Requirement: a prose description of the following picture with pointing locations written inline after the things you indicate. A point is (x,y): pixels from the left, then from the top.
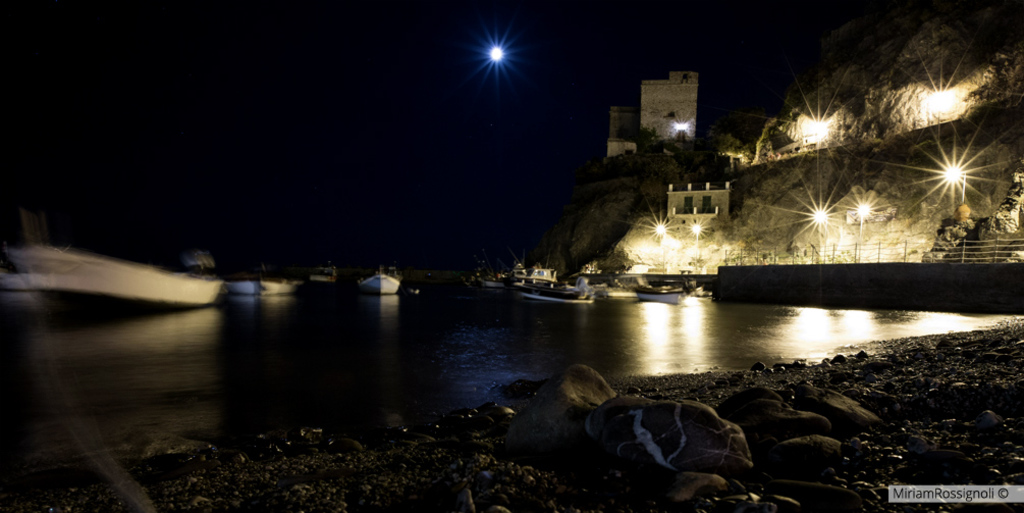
In this picture there are boats (114,279) on the water (410,318). On the right side of the image (692,109) there is a building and there are lights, trees (825,49) on the hill (877,47) and there is a railing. At the top (456,89) there is sky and there is a moon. At the bottom (468,347) there is water (454,346). In the foreground (645,482) there are stones (621,411) and at the bottom right (978,502) there is a text (967,488).
